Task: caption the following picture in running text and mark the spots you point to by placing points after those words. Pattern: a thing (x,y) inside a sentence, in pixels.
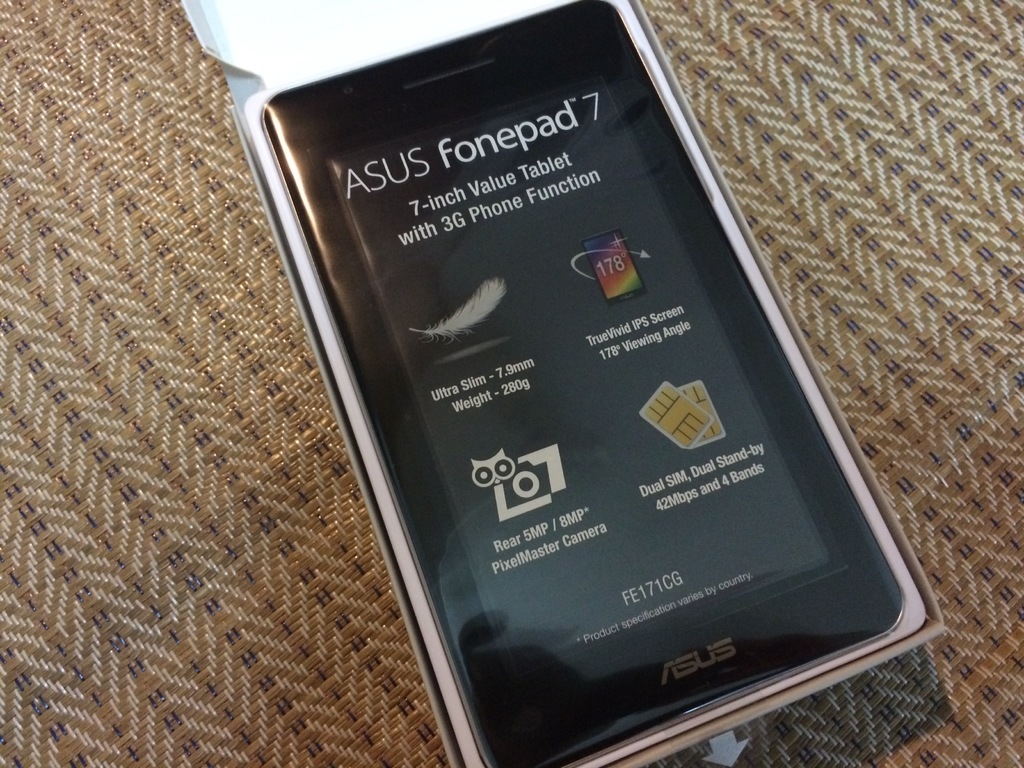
In this picture I can see there is a smartphone (457,182) and there are few specifications (481,375) mentioned on the screen (491,327) and it is placed in a white box (410,3) and placed on a brown surface (132,449).
